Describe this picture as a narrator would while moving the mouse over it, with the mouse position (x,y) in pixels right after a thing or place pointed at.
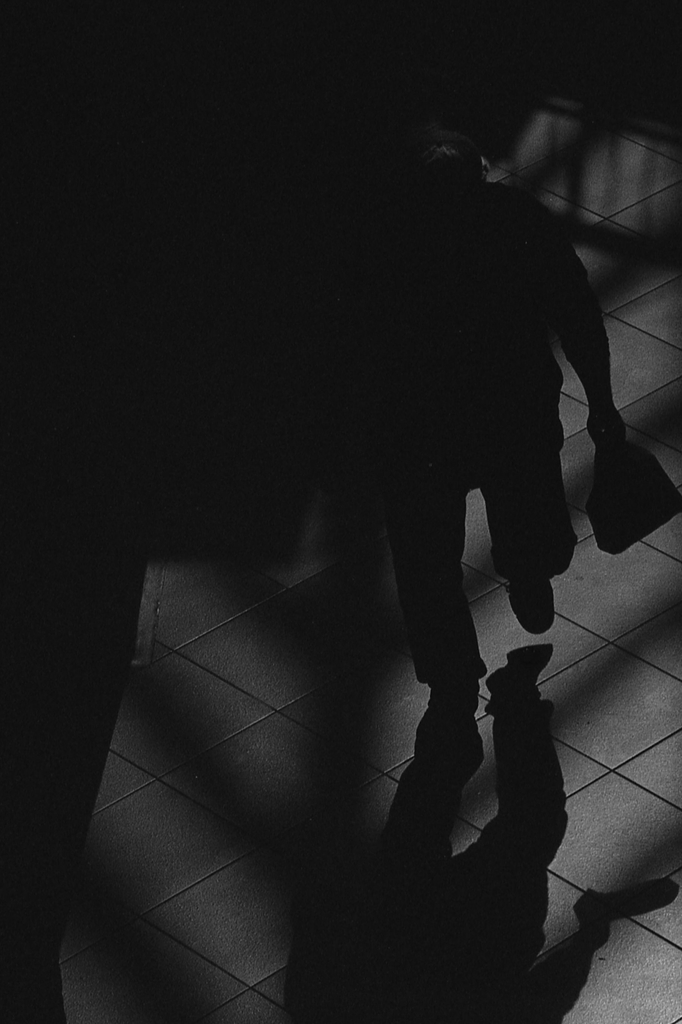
This is a black and white image, in this image in the center (437,524) there is one person (463,511) who is walking, and he is holding a bag (613,501) and in the background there are some objects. At the bottom (410,881) there is floor (423,858).
